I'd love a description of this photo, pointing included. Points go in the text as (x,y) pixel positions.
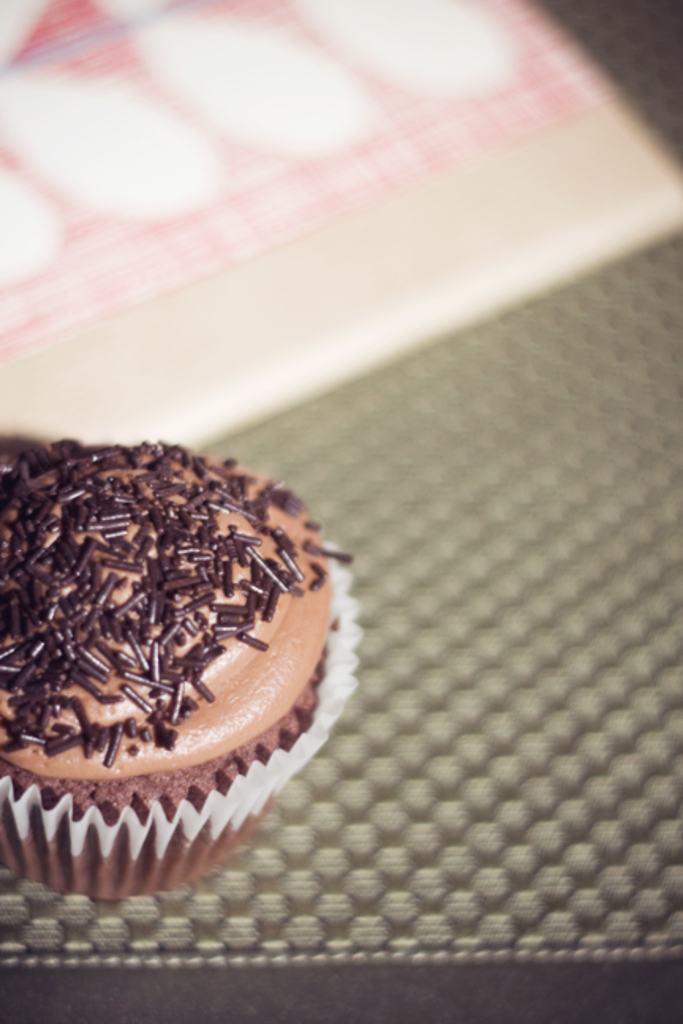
In this image we can see a cupcake (282,763) placed on the surface (509,777).
